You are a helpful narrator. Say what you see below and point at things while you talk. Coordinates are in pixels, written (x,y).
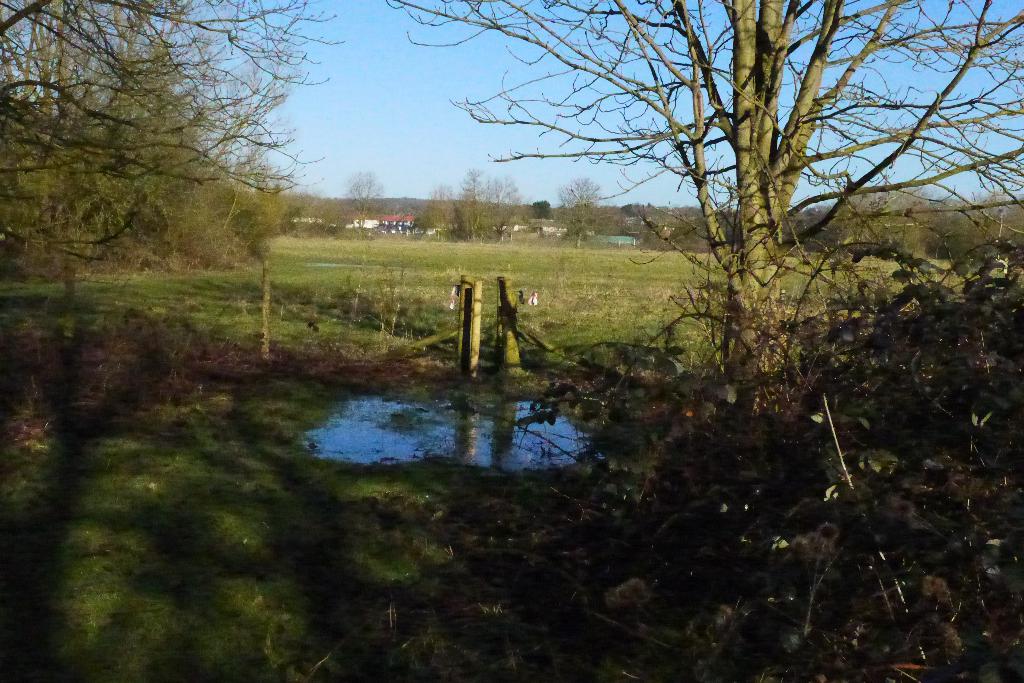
In this picture we can see water (423,431). Some grass (300,460) is visible on the path (228,393). There are few trees (795,179) and houses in the background (867,243). Sky (373,161) is blue in color.
